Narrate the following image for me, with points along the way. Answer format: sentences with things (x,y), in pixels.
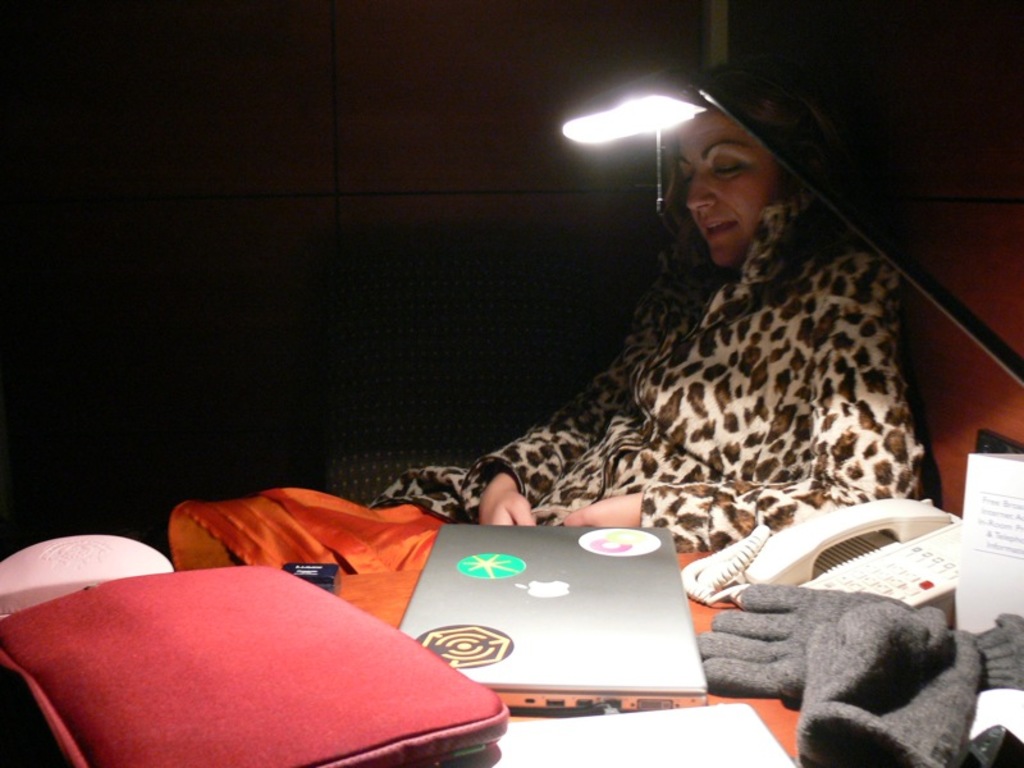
In this picture we can see a woman (587,496) sitting on the chair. There is a lamp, laptop (572,578), telephone (895,583), gloves (879,735), card (986,464), paper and other objects (386,632) on the table (382,605). A wall (285,170) is visible in the background (433,184).
